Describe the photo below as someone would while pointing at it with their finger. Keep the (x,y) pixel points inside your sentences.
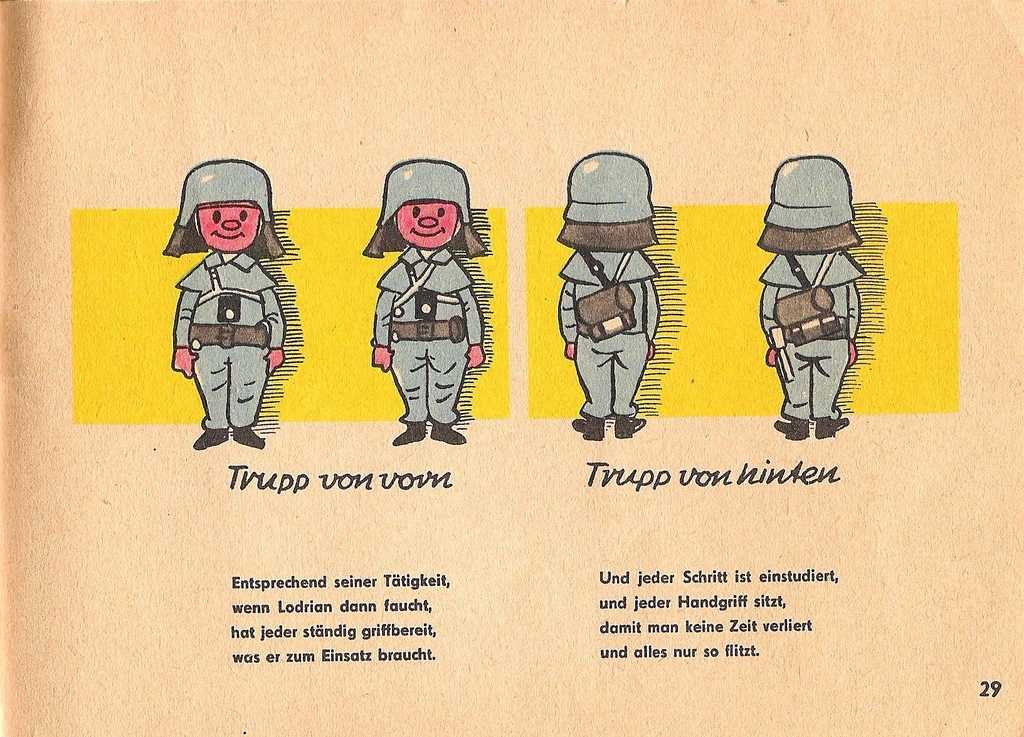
In this image, we can see cartoons (584,296) and some text (284,579).
